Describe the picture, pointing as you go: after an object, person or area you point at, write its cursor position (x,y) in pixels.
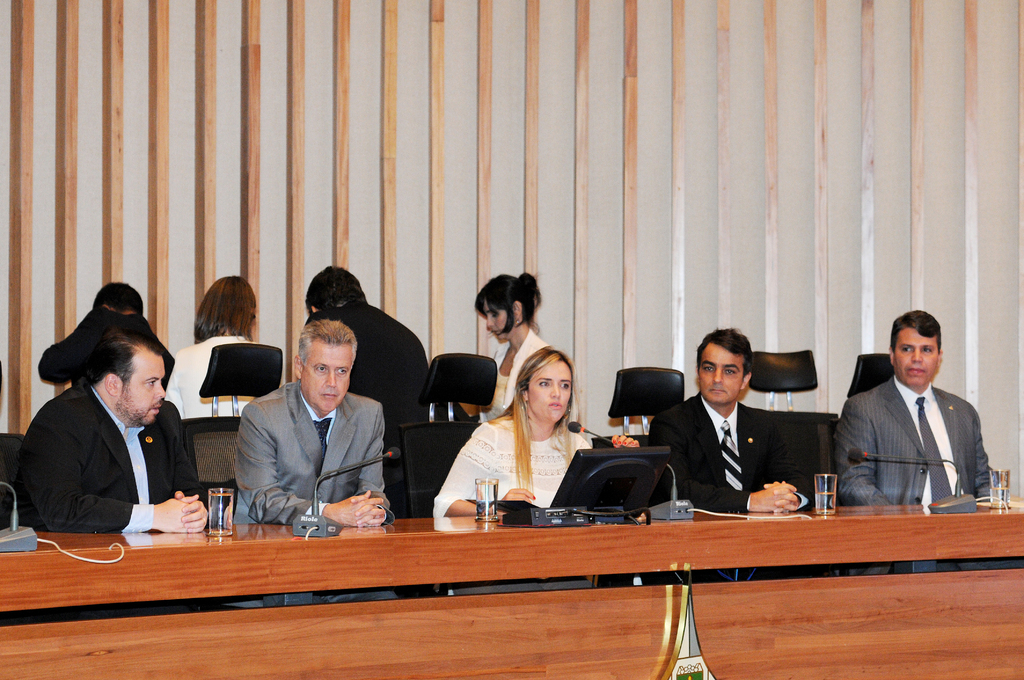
This is a picture taken in a room (424,371), there are a group of people (920,391) sitting on a chair (827,426) in front of the people (871,426) there is a wooden table (186,575) on the table (192,551) there is a glass (214,532), microphone (348,466) and a system (612,490). Background of this people (345,483) there is a wall (208,85).
